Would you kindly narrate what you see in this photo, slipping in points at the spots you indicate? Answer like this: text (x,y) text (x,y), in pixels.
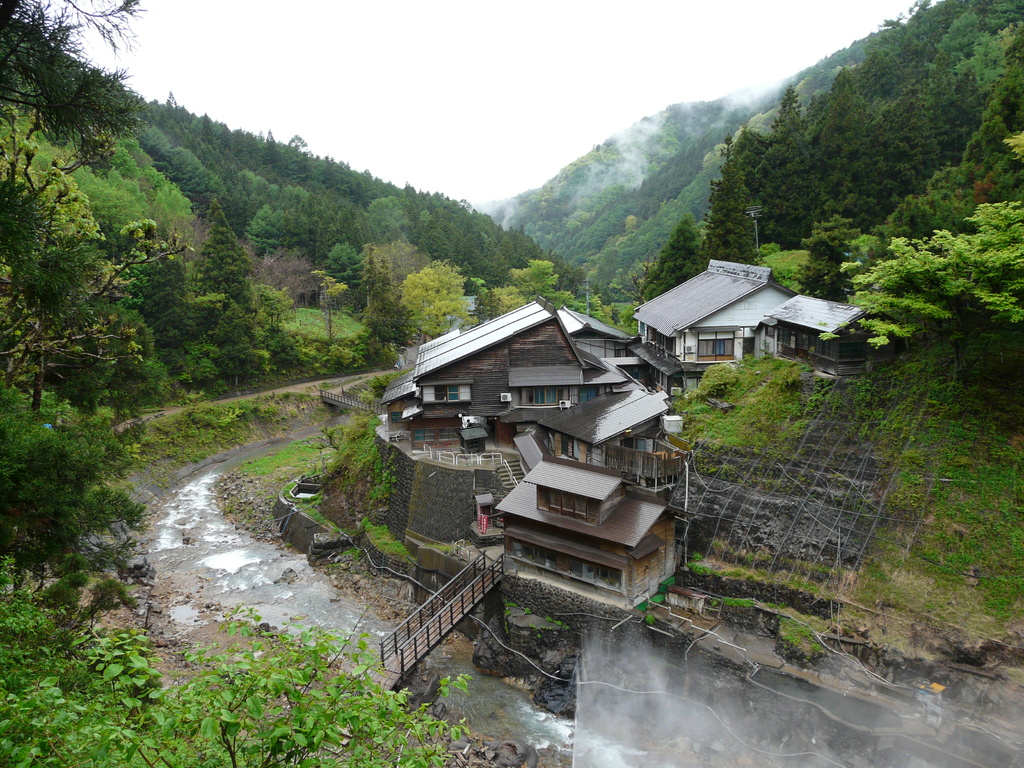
In this picture I can see the buildings (554,379) in the center of this image (561,498) and I see number of trees (201,202) and plants (945,394) around the buildings (606,407). In the background (299,59) I see the sky (373,77).
